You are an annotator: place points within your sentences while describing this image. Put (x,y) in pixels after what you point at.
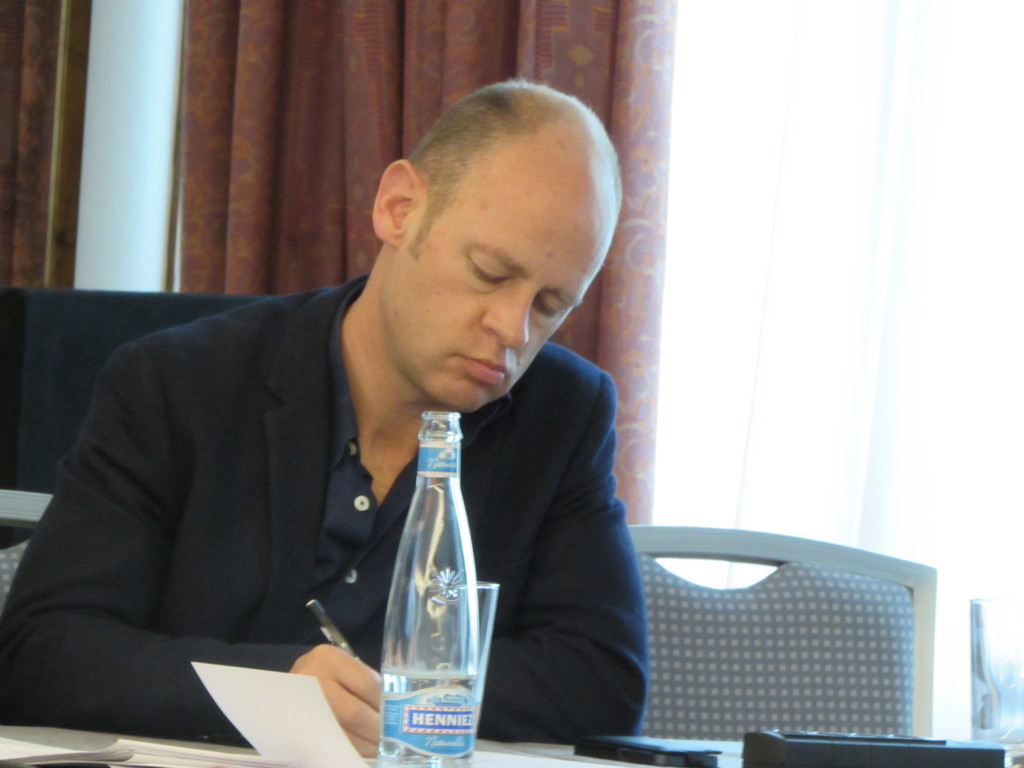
In this image I see a man (199,598) who is sitting on a chair (3,574) and he is holding a pen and there is a bottle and glass (484,601) in front of him and there is a chair (822,591) on to his right. In the background (837,276) I see the curtains (813,233).
